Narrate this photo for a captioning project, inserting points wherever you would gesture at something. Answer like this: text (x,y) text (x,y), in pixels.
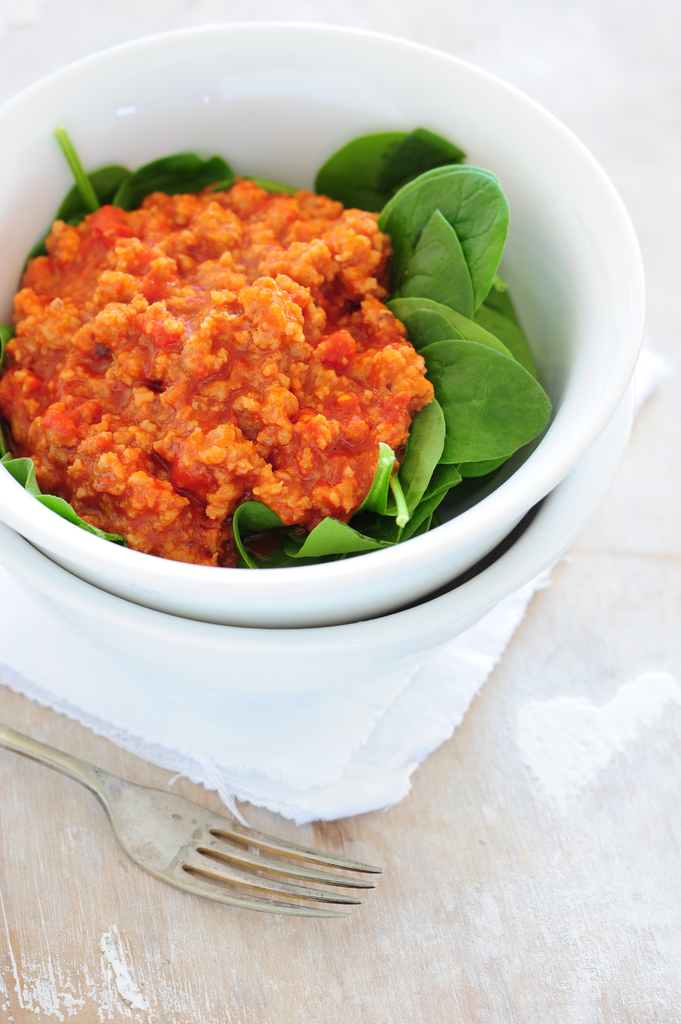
In the foreground of this image (215,432), there is some food (185,393) on the leaves (424,414) in a bowl (142,595), which is on the cloth (286,719) and a wooden surface (515,809). There is also a fork (133,811) beside.
